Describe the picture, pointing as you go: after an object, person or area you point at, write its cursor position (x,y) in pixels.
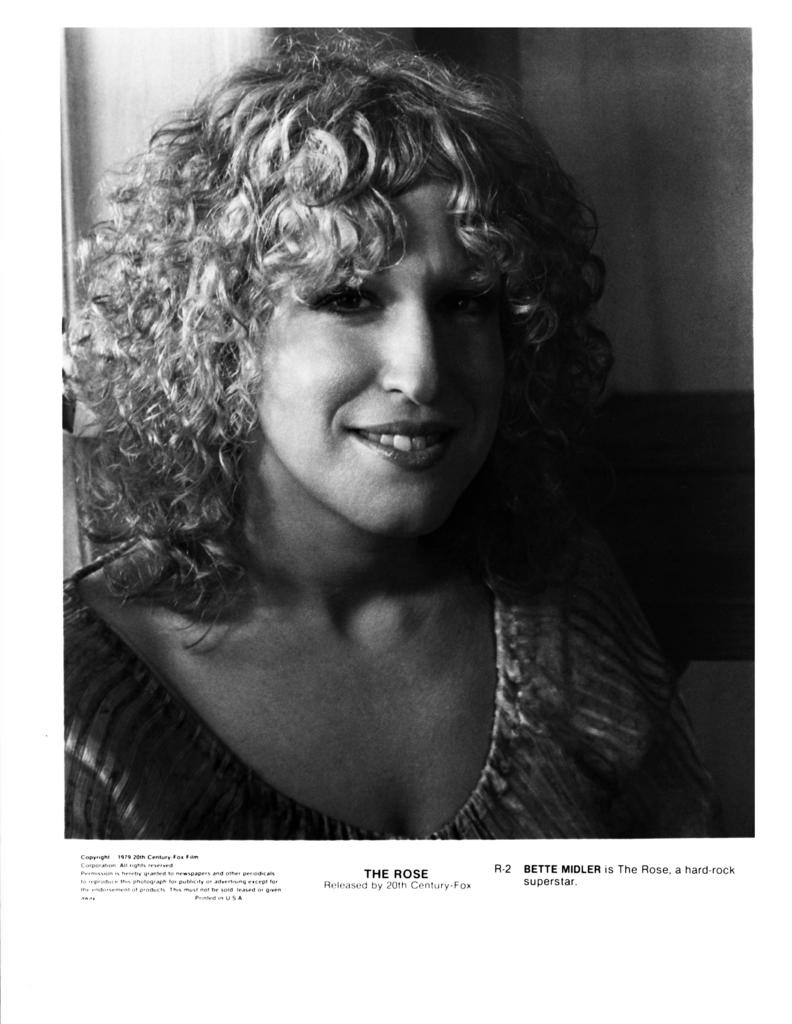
This is black and white image where we can see a woman (398,453). At the bottom of the image (398,880) some text (398,880) is there.
